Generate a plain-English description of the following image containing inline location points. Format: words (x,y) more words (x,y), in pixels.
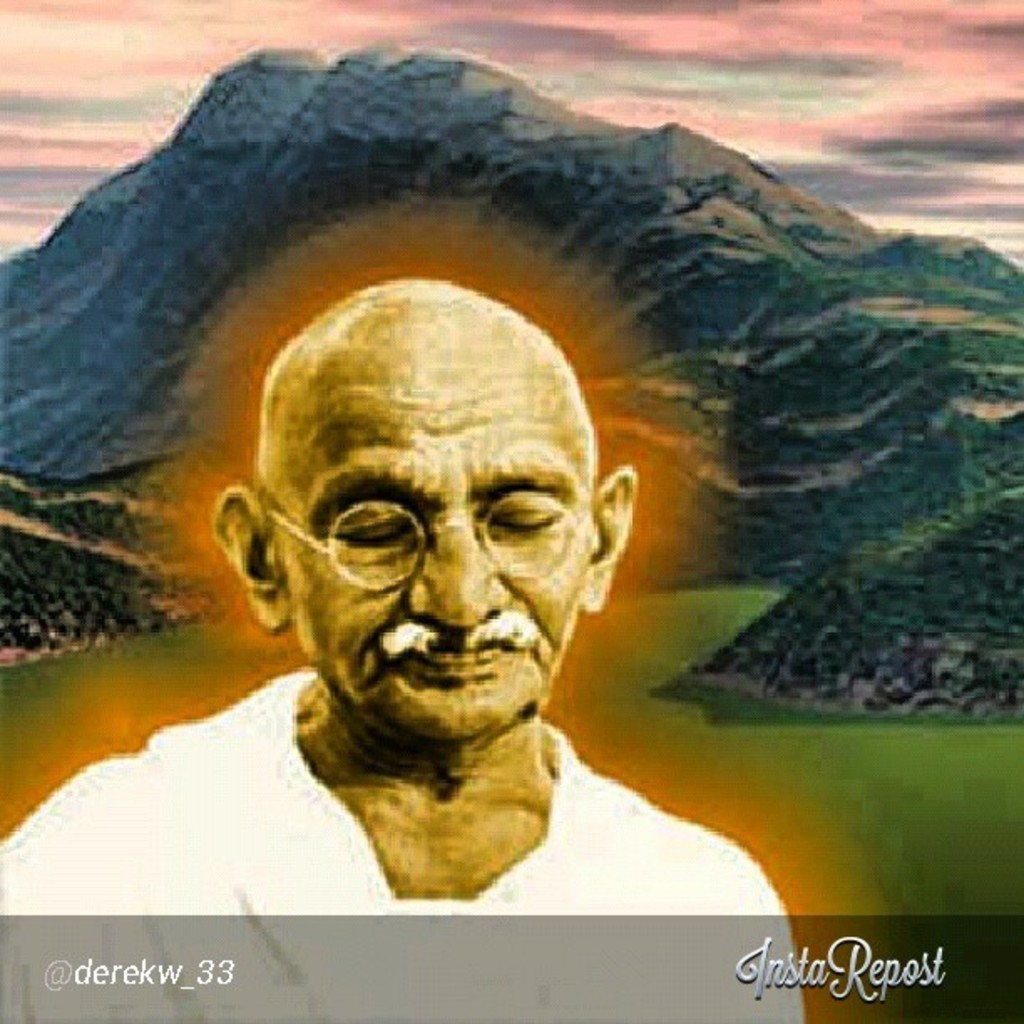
In this picture there is a painting (413,706) of a man (451,711). In the background (386,179) there are mountains (575,170) and there's grass (909,758) on the ground (863,771).
